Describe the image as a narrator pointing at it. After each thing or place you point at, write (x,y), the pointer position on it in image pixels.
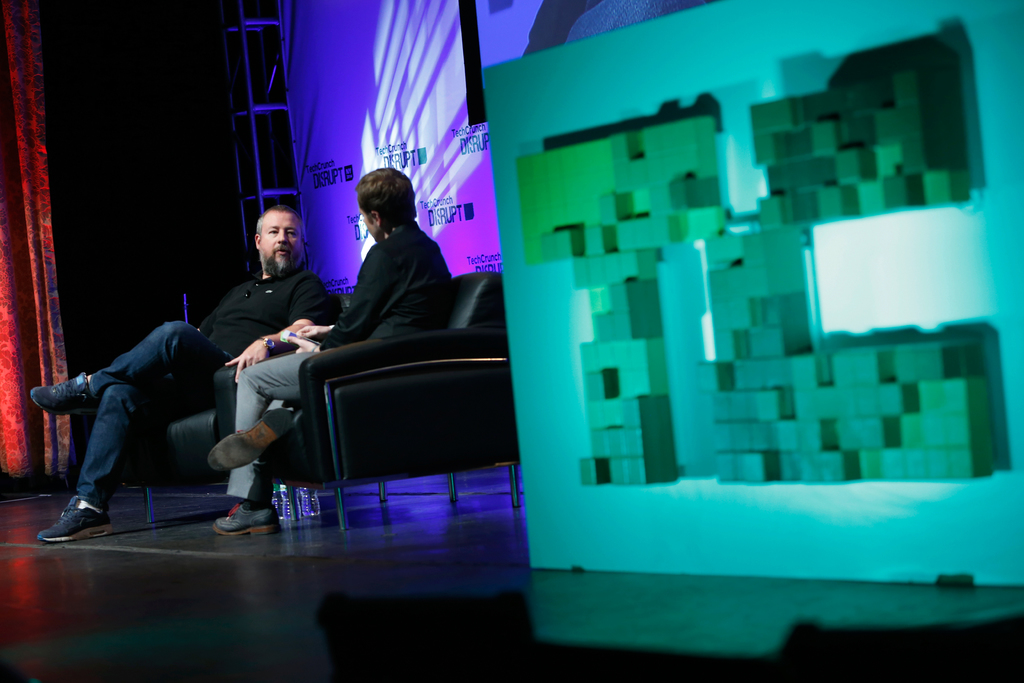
In this image, we can see two people (259,369) sitting on the sofa (327,412) and holding an object (289,343). In the background (30,164), there is a curtain (35,147), stand (292,112) and screen (537,34) and we can see a board (685,69) and blocks (808,376) on it. At the bottom (299,496), there are bottles (303,505) on the floor (297,562).
